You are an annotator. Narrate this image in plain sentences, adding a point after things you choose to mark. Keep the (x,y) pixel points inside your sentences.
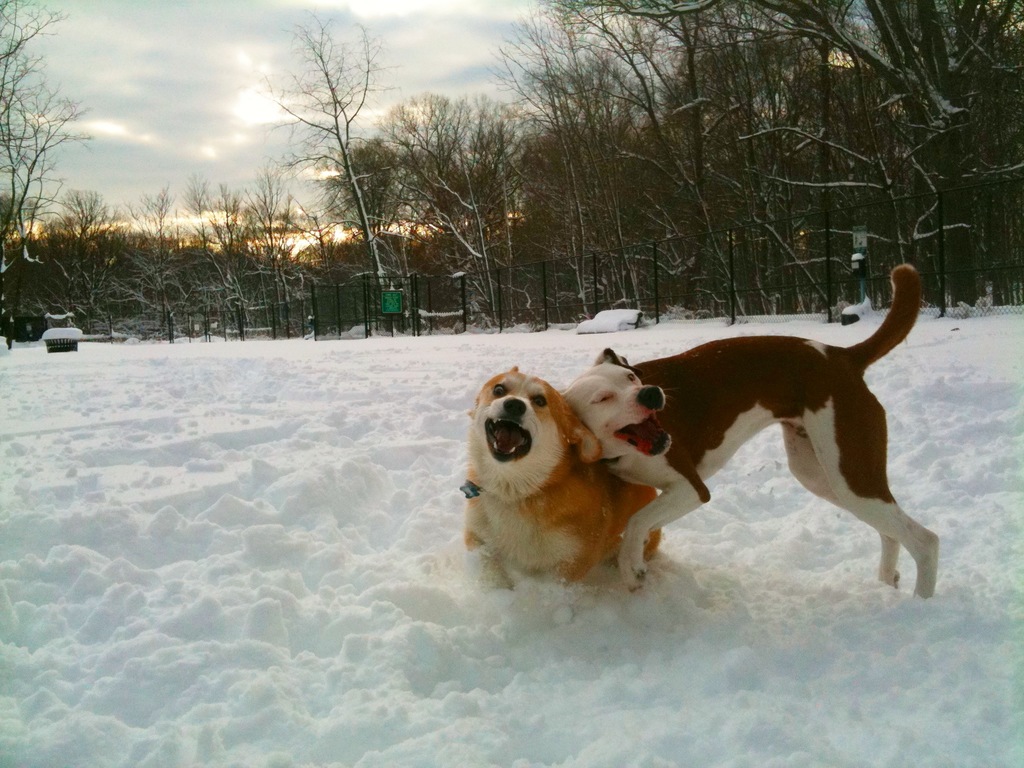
In this image I can see the dogs (521,468) in the snow (209,549). In the background (415,260), I can see the trees (539,216) and clouds (283,66) in the sky (257,78).
